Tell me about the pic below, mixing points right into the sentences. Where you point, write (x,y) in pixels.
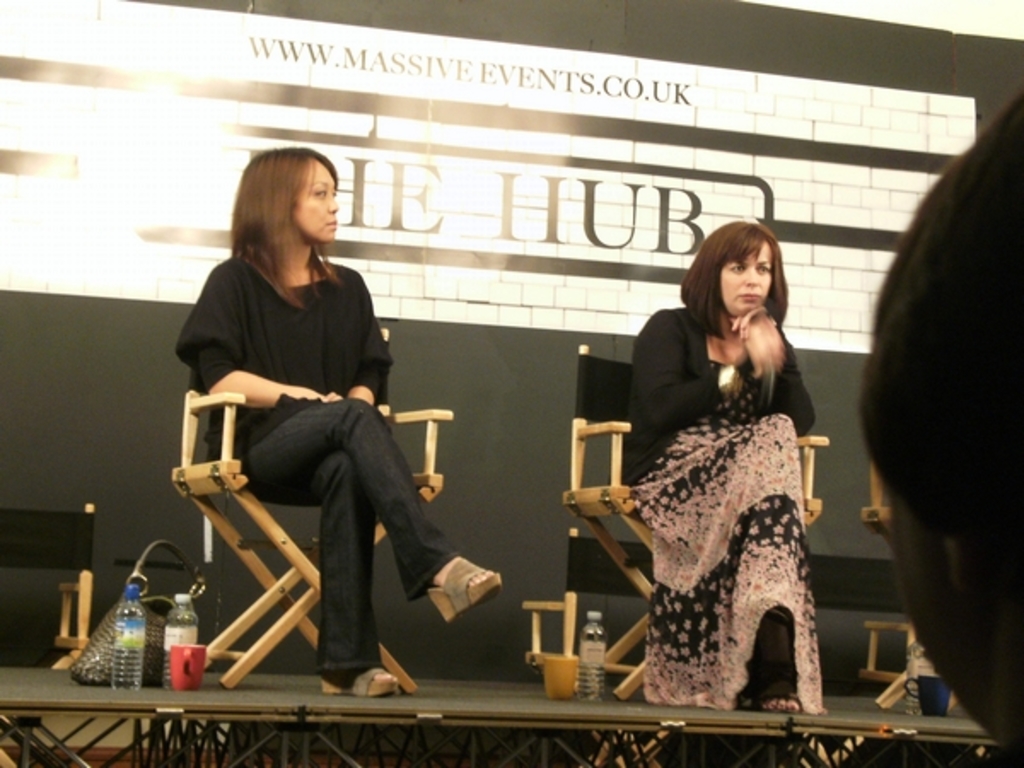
In this image there are two persons (747,483) sitting on the chair (600,510), there is a stage (403,716), there are objects (158,650) on the stage (878,710), there is a chair (36,520) truncated towards the left of the image (52,520), there is a person (950,537) truncated towards the right of the image (957,459), there is a blackboard (527,376) behind the persons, there is text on the board (492,187).
